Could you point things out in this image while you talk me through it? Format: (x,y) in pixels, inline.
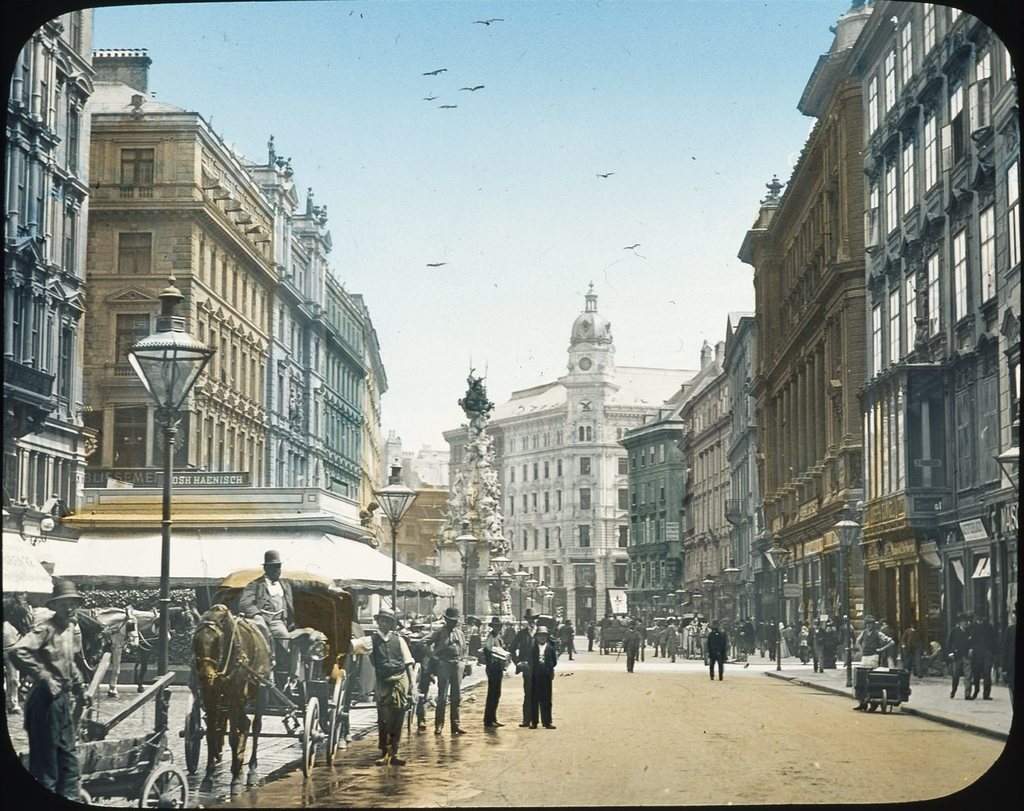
In this image I can see a monument (468,477), buildings (233,337), light poles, cart (308,597), horse (217,618), people (258,616), sky (522,158), birds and objects (406,581). Birds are flying in the air (455,112).
